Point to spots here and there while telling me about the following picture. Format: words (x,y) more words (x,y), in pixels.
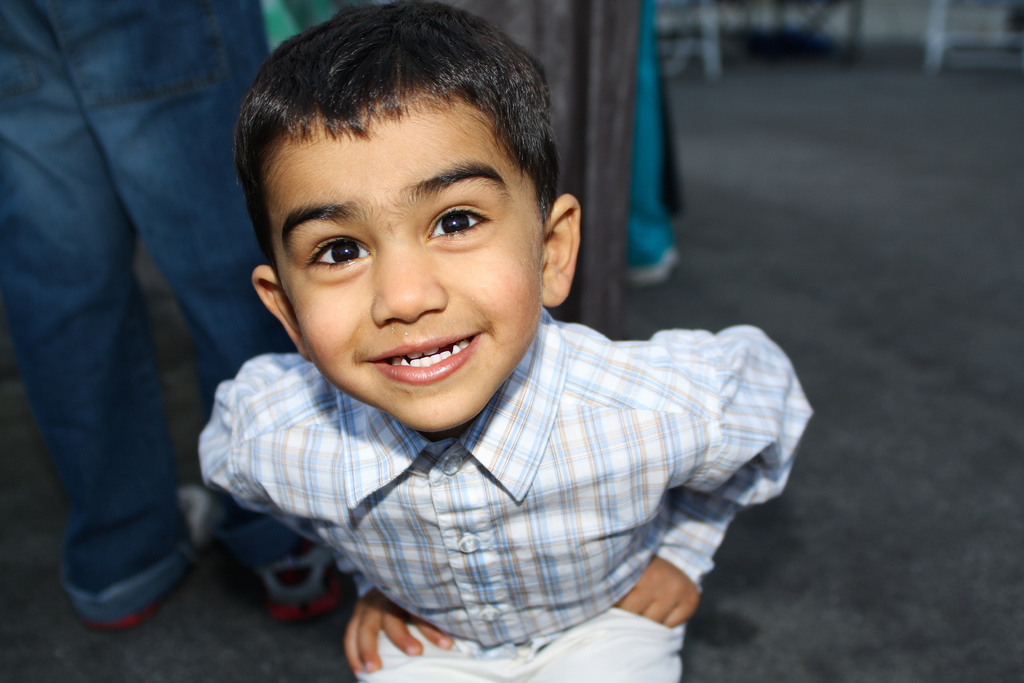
In this image, I can see a child (623,662) in the foreground (224,493) and some people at the back (177,281), and I can see the floor (855,212).
